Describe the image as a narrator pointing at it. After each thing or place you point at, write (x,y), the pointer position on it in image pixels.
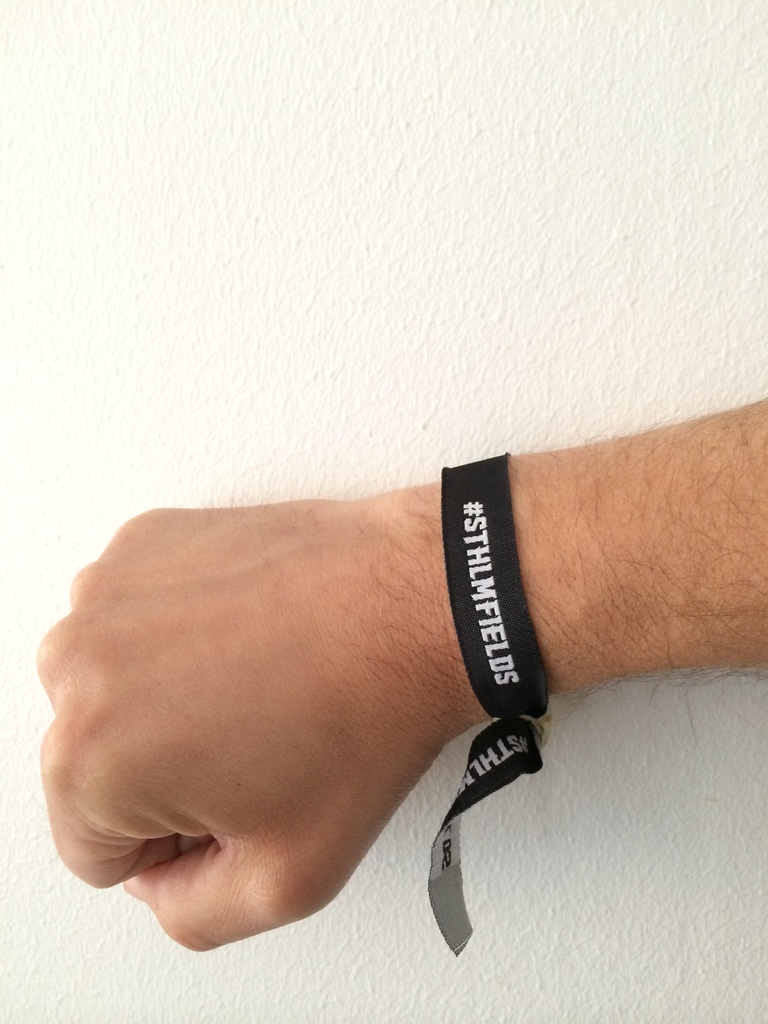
In the image we can see there is a hand (559,689) of a person (430,599) on which there is a black band (499,630) tied to the hand (190,633) at the background (446,328) there is a white wall (362,269).
